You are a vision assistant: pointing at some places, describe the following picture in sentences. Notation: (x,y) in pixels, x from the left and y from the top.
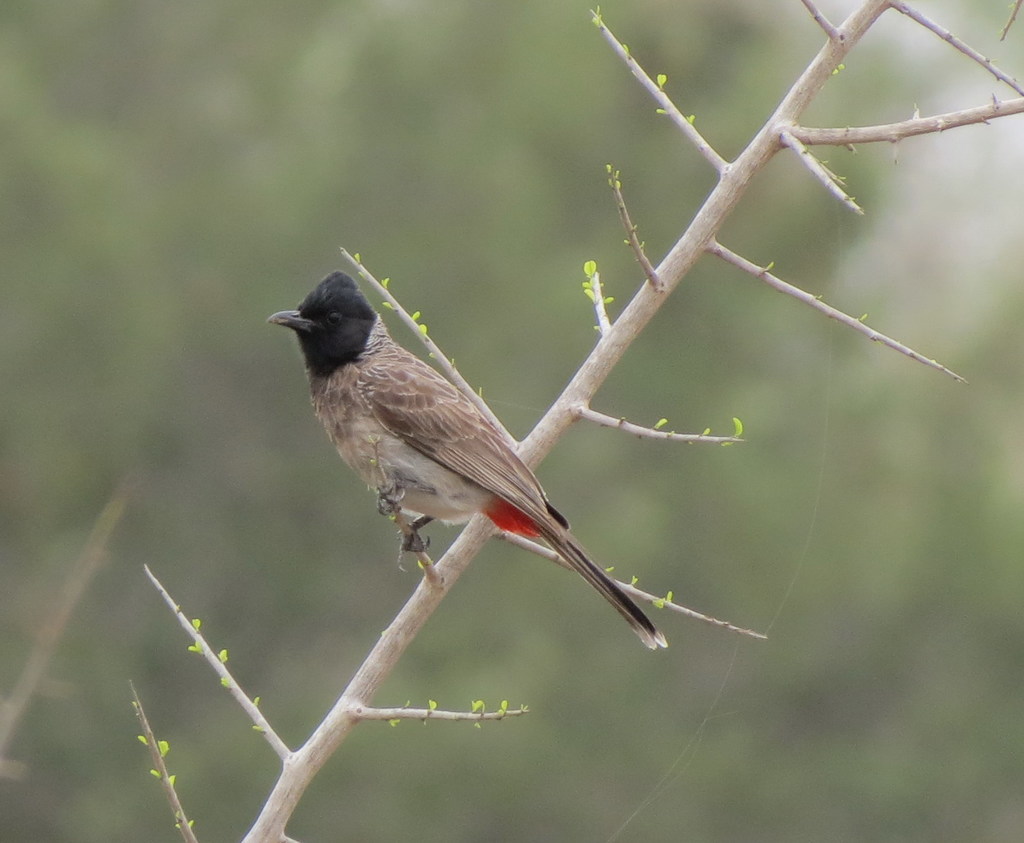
In this image we can see a bird (469,486) is sitting on the branch (390,643) of a tree (393,639).
